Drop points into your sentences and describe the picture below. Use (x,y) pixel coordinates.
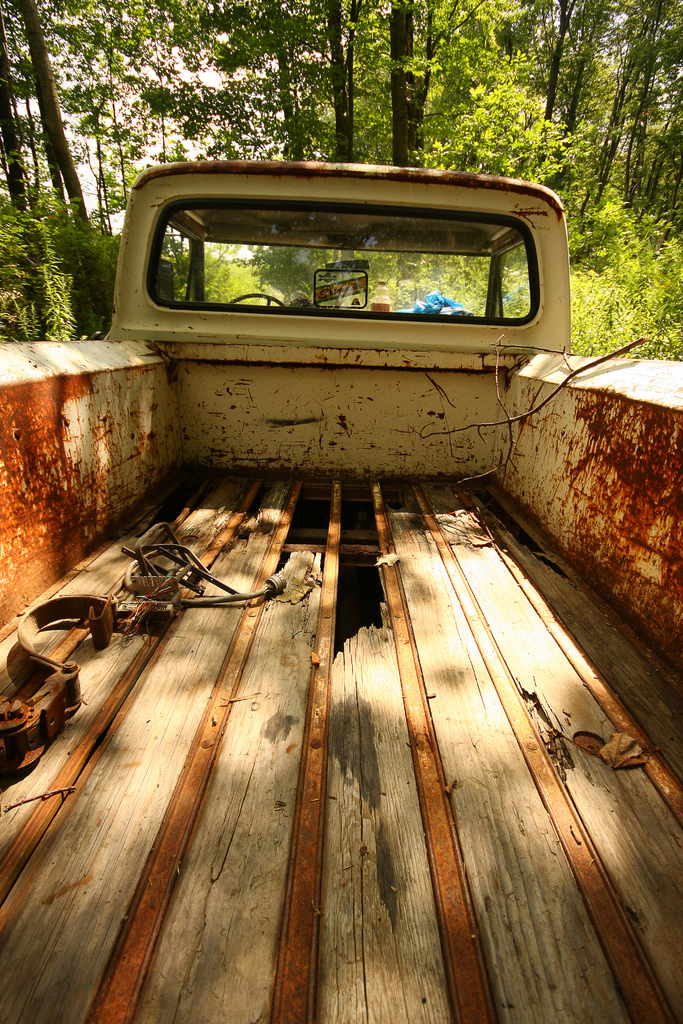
In this image I can see the truck (319,556) which is in cream and red color. To the side of the truck (274,386) I can see many trees (228,138). In the back (121,112) there is a white sky (101,145).
